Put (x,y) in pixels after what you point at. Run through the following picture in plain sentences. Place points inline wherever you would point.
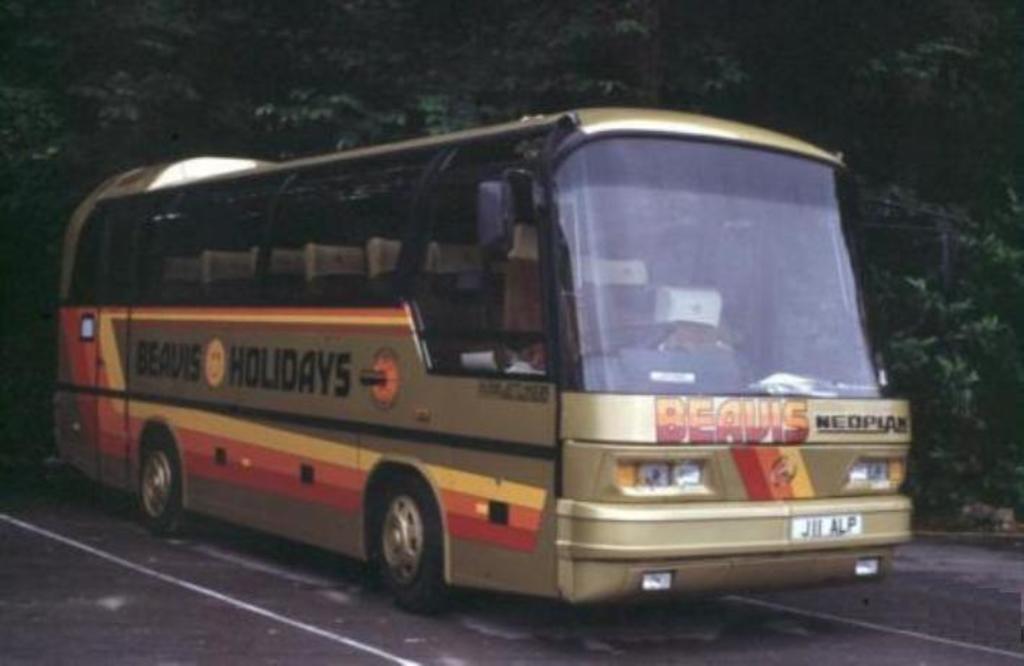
In this image we can see a vehicle (547,503) parked on the road (487,611). In the background (981,410), we can see a group of trees (609,97).
